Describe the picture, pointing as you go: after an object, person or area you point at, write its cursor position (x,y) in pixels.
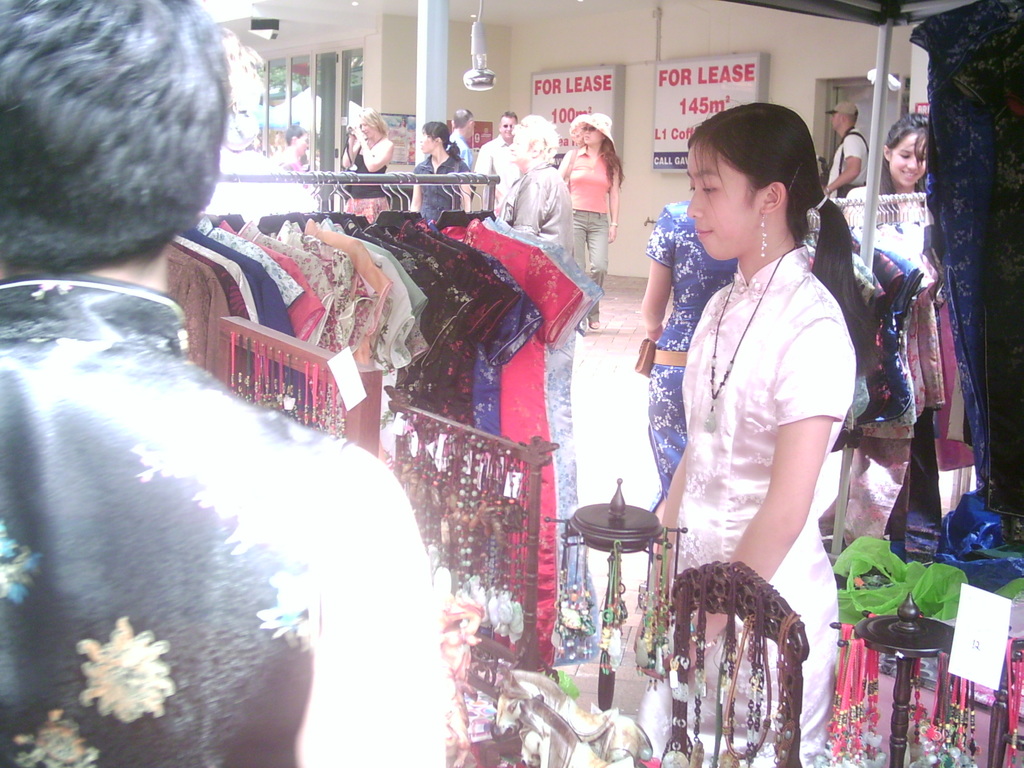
In this image I can see clothes (438,283), people (784,282), boards (547,106), wall (531,22), pillar (439,27), pole (878,98) and objects (456,474). Clothes (561,546) are hanging to the rod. Something is written on the boards (668,72), boards (597,75) are on the wall (593,20).
